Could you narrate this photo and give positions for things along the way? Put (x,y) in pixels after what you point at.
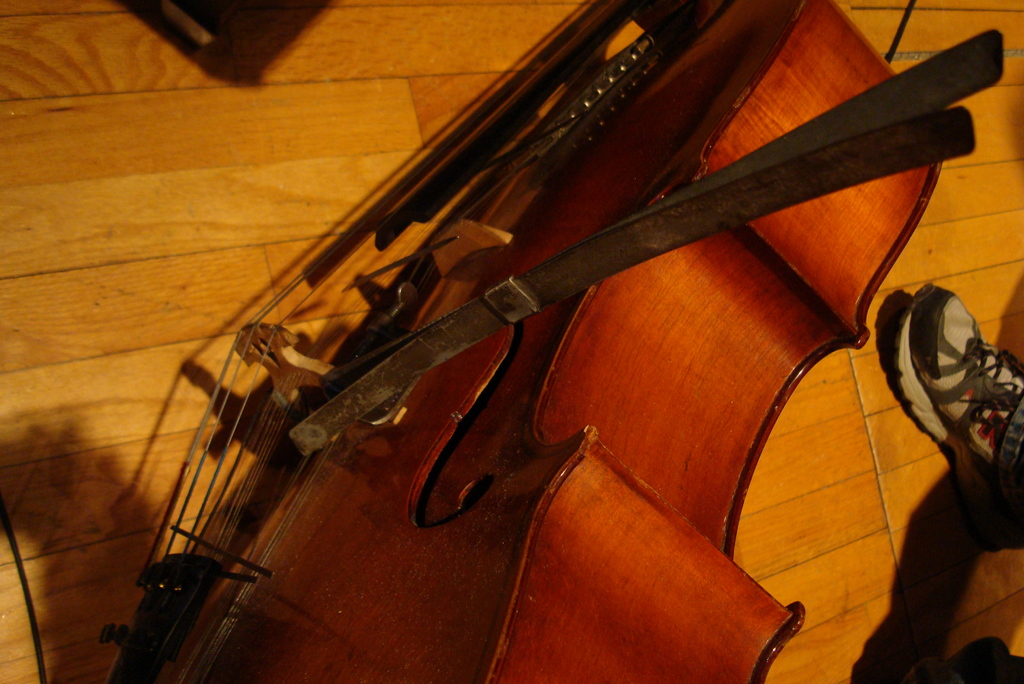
In this image we can see the cello (534,364) which is placed on the wooden floor (50,464). On the right side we can see the foot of a person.
